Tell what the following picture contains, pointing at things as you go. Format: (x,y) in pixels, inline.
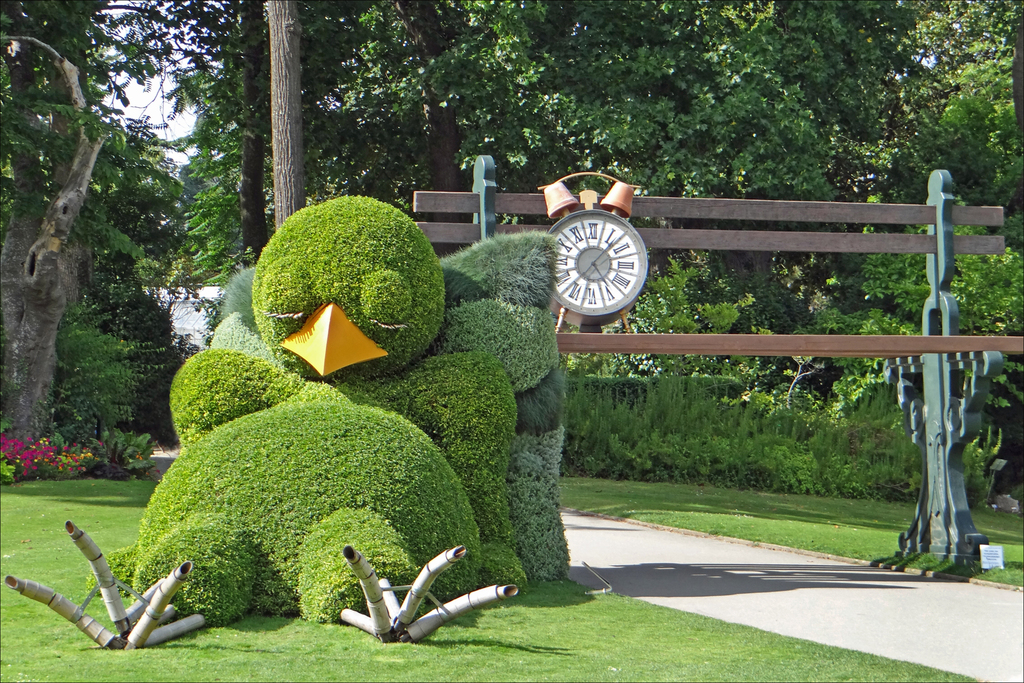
In the center of the image (503,375) we can see one bird (380,558) made of plants (344,489), pipes (122,619) and a few other objects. In the background (469,193), we can see trees (727,28), plants (882,467), grass (27,564), one bench (852,346), alarm clock (597,281) and a few other objects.
